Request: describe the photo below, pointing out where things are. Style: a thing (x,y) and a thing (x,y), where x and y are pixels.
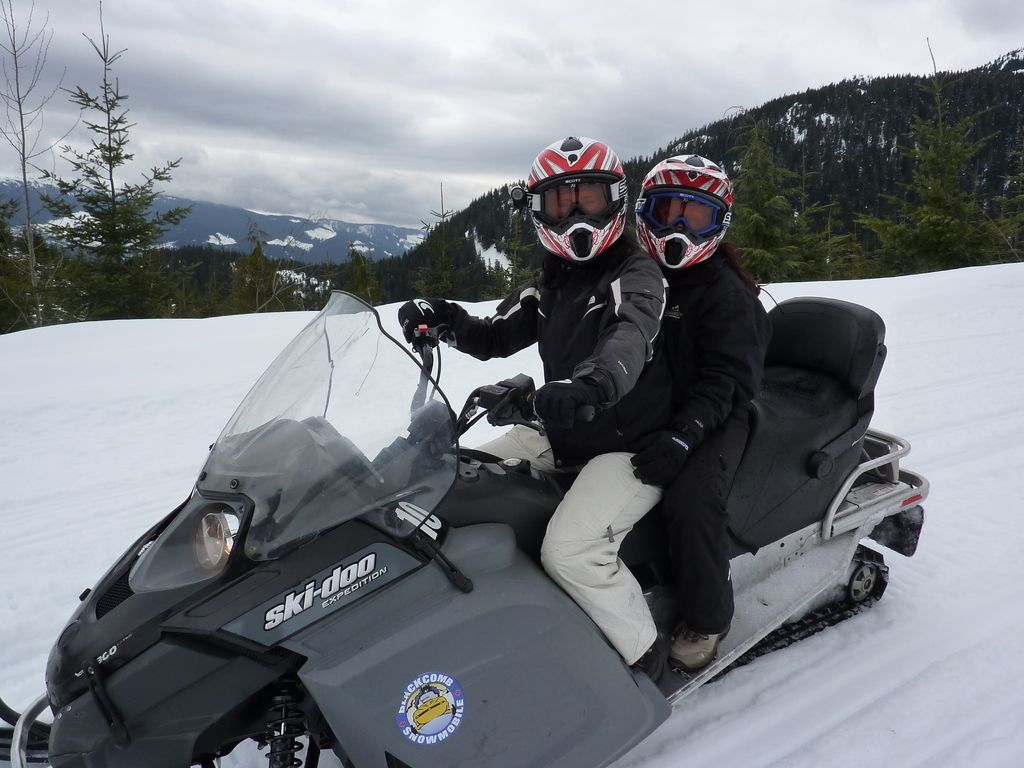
In this image we can see two persons (677,327) wearing helmets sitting on a snowmobile (635,545) which is on the ground (795,649) covered with snow (823,672). On the backside (831,251) we can see a group of trees (787,210), the ice hills (413,244) and the sky (559,101) which looks cloudy.
